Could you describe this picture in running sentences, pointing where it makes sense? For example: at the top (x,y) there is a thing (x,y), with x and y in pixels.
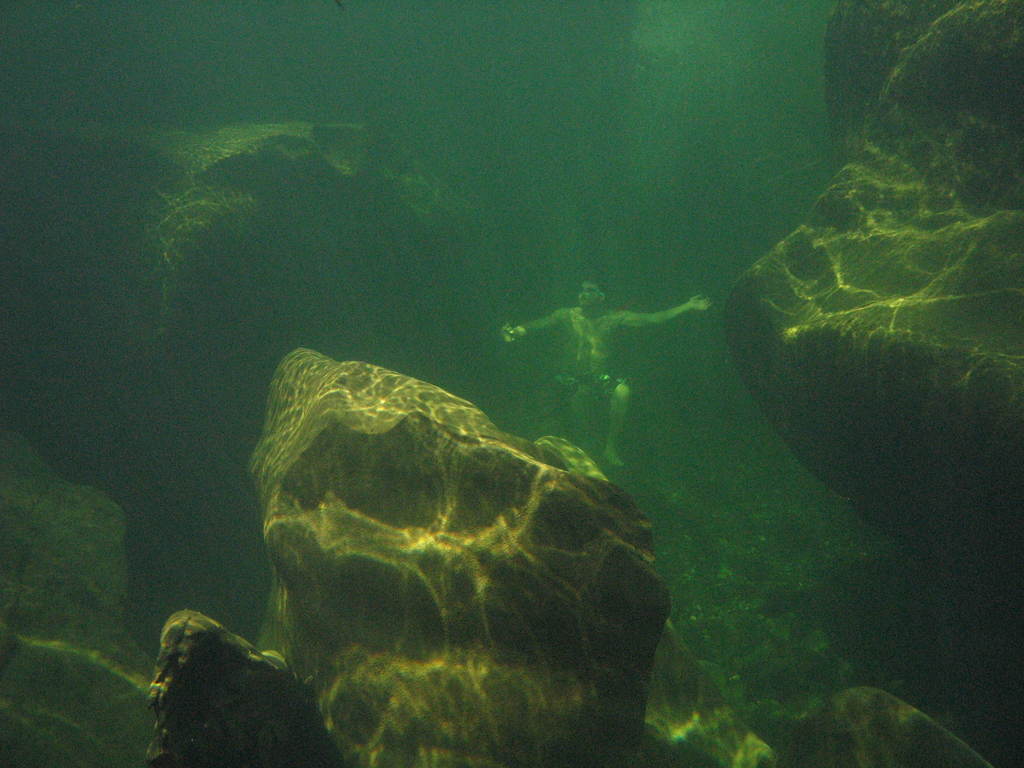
In this image, we can see a person (585,317) and there are rocks (794,442) in the water (562,122).
